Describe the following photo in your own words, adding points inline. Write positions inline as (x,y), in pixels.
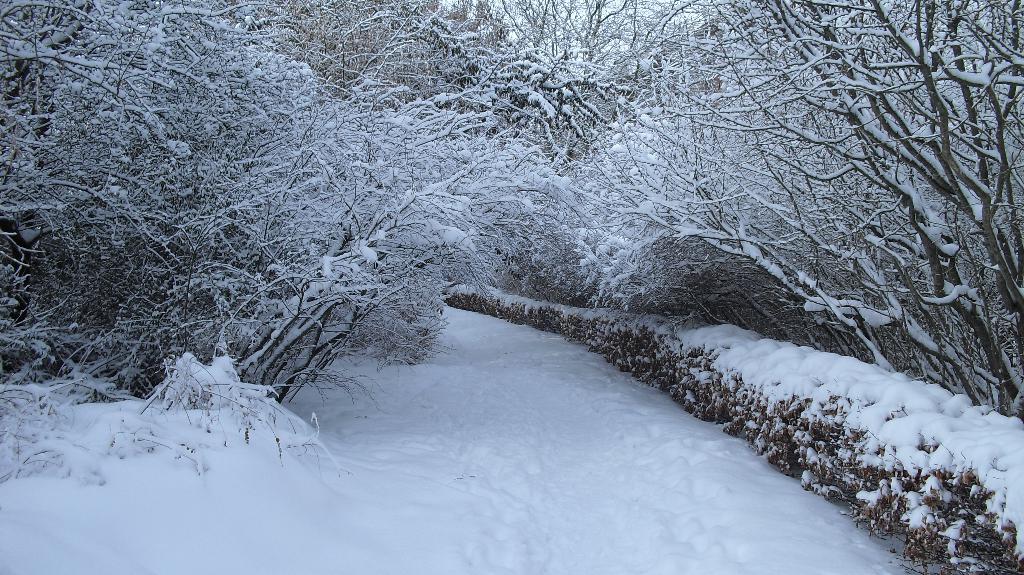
The picture consists of trees (443,268), plants (911,563) and snow (417,558).
